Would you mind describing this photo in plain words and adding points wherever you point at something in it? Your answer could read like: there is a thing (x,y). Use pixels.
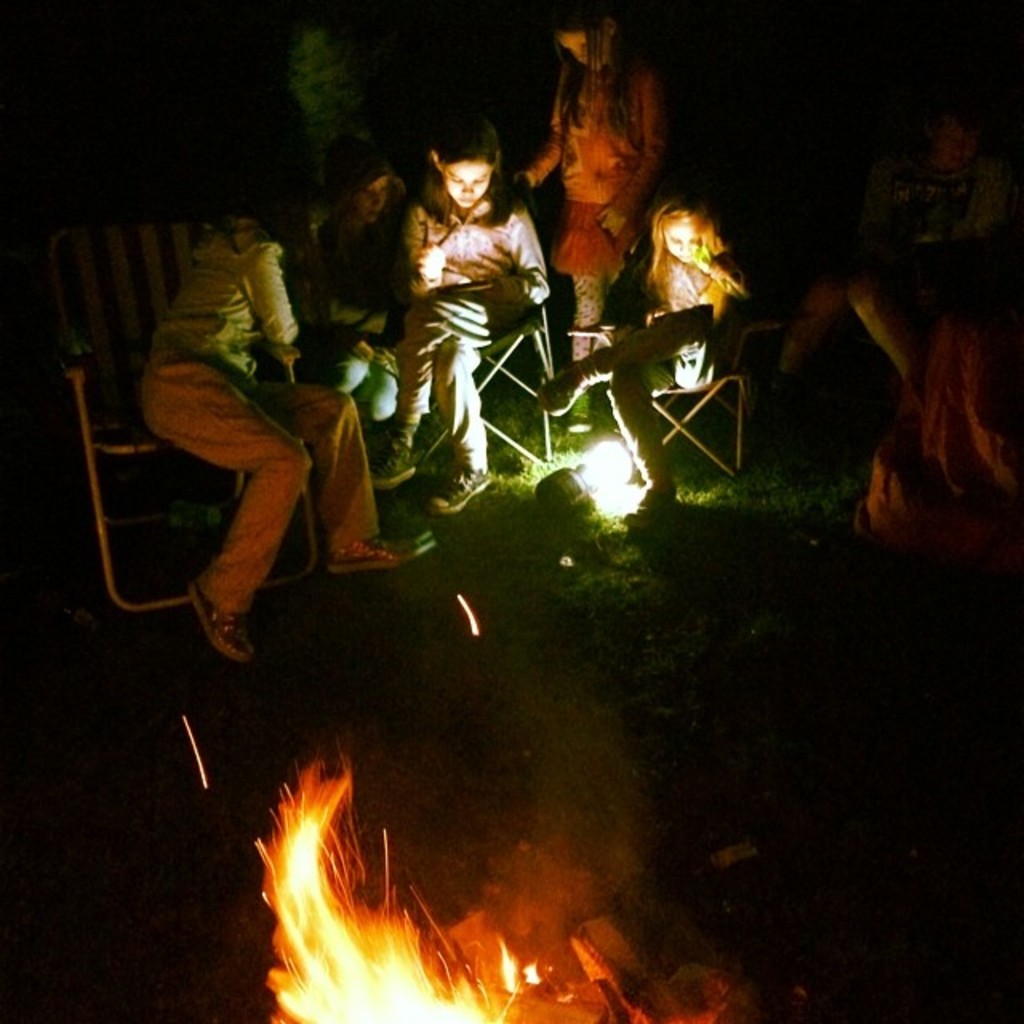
In this picture I can see a few people (416,370) sitting on the chairs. I can see a person (588,275) standing on the surface (811,478). I can see the fire (422,905). I can see the light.
